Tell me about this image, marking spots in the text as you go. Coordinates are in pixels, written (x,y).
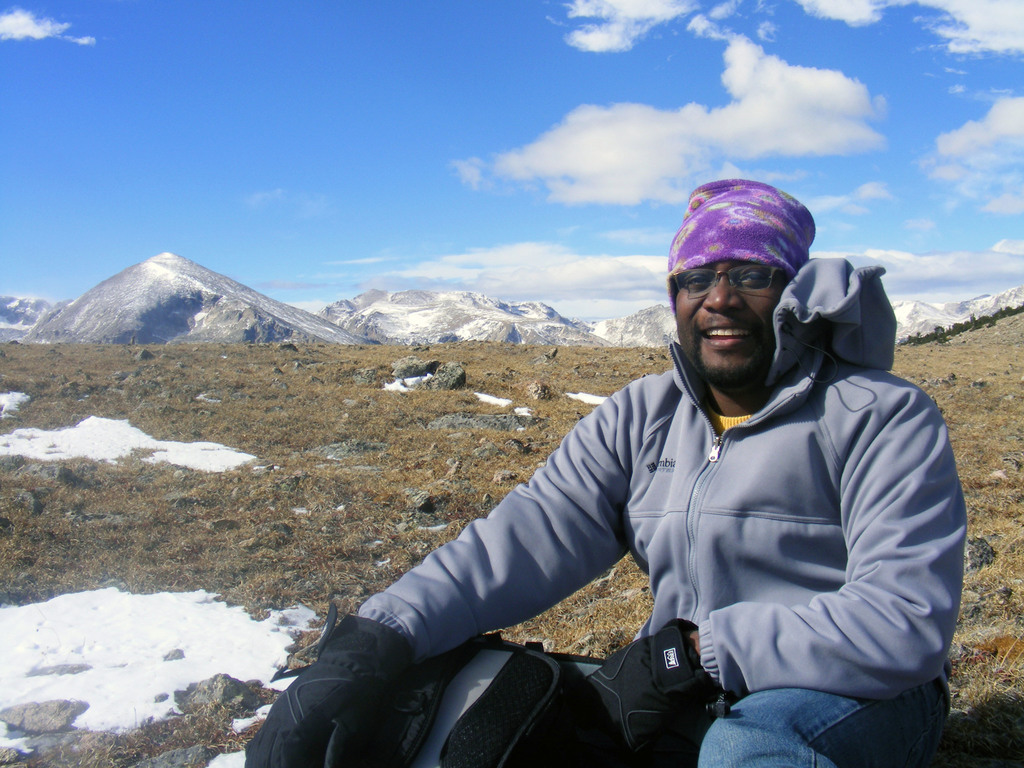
In this image in the front (709,502) there is a man (696,533) sitting and smiling. In the background (365,496) there is dry grass (472,407) and there are mountains (393,311) and the sky (651,176) is cloudy.
